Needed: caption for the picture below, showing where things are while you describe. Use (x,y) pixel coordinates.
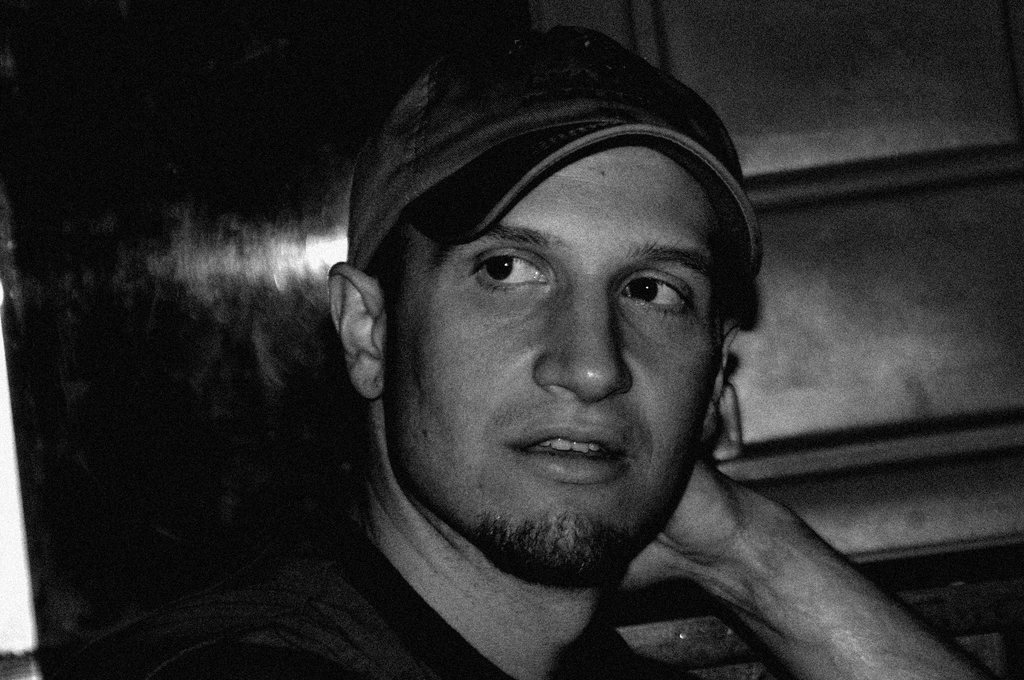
This image is a black and white image. In this image the background (865,513) is dark. In the middle of the image (600,444) there is a man (582,413). He has worn a cap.
